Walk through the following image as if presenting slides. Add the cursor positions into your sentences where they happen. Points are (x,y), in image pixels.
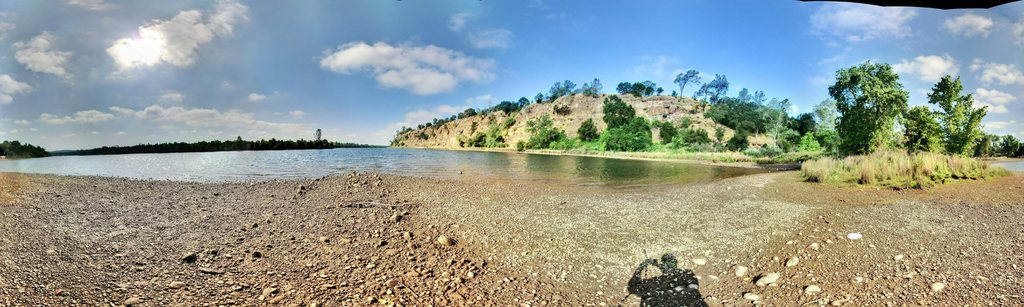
In this image we can see trees (185,150), sky (509,79), water (425,165), mountain (417,146). At the bottom of the image (526,267) there is shadow (657,288) of a person (663,286) and stones (300,281).
